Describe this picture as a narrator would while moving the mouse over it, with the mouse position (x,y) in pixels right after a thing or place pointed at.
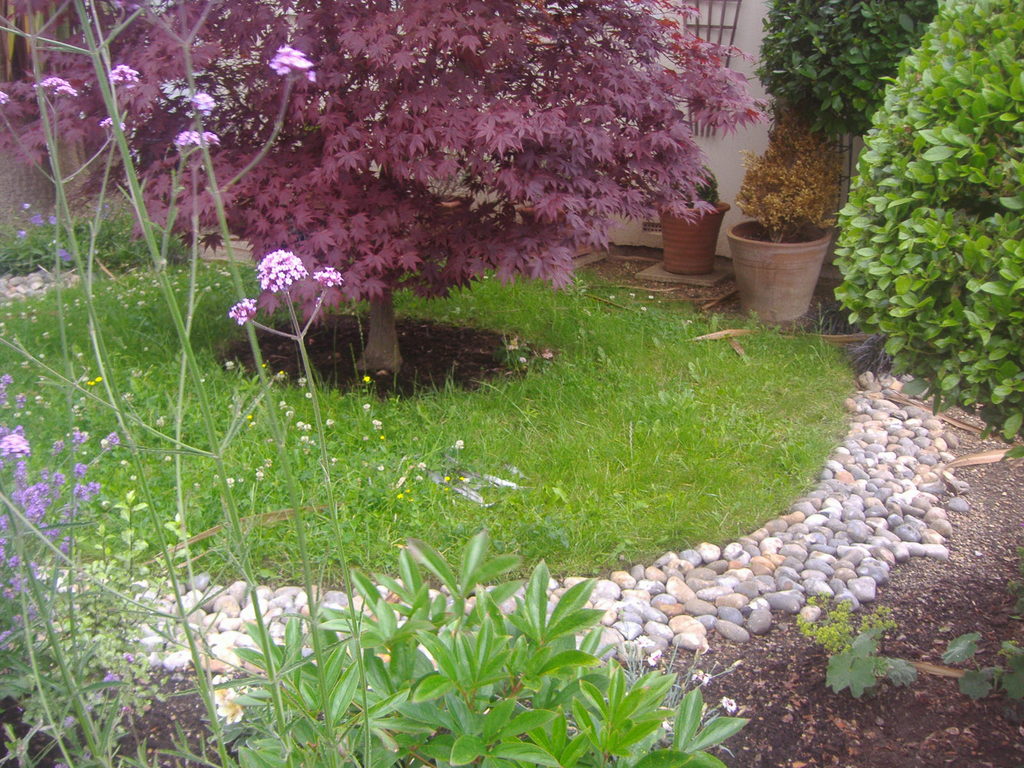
In this image, we can see grass (339,434), plants (950,351), pots (807,244), ground (819,707), flowers (834,633) and pebbles (805,525). In the background of the image (724,167), we can see the wall (737,165).
